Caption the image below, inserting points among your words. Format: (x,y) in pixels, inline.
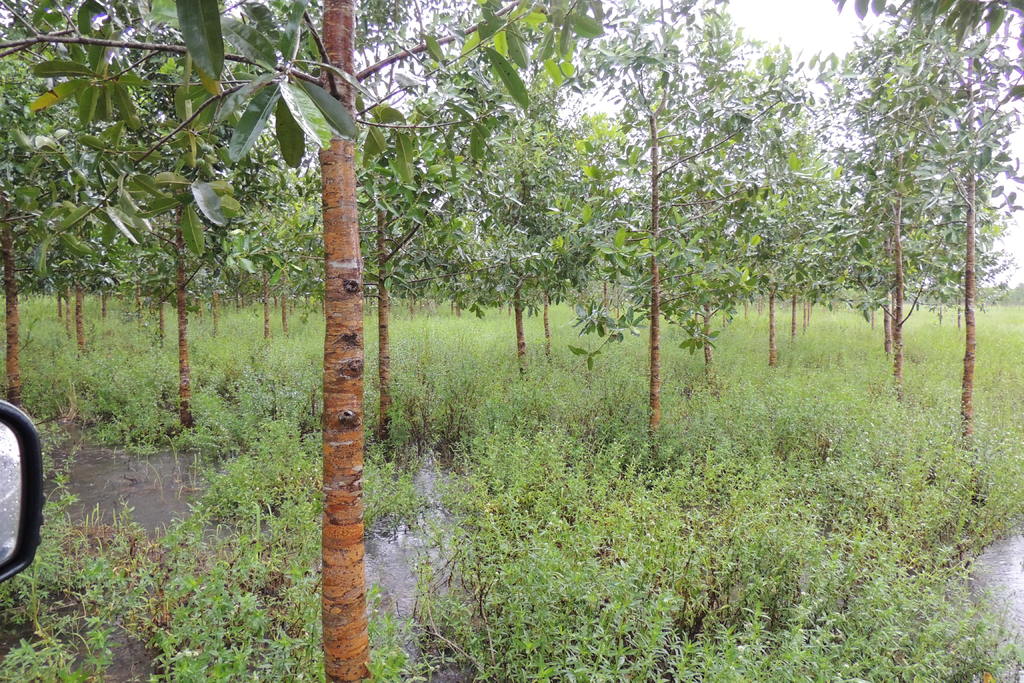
In this image we can see trees (575,287). There are plants (678,478). At the bottom of the image (110,487) there is water (373,565).
